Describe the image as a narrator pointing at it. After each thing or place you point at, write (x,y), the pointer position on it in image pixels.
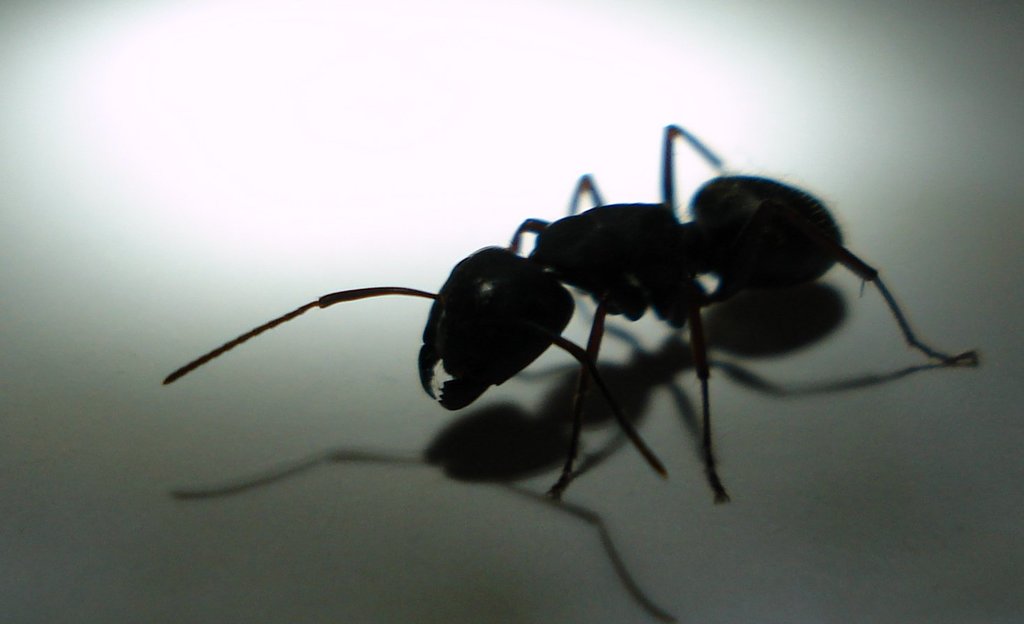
In this image I can see an ant (569,296) which is black in color on the white colored surface (510,234).
